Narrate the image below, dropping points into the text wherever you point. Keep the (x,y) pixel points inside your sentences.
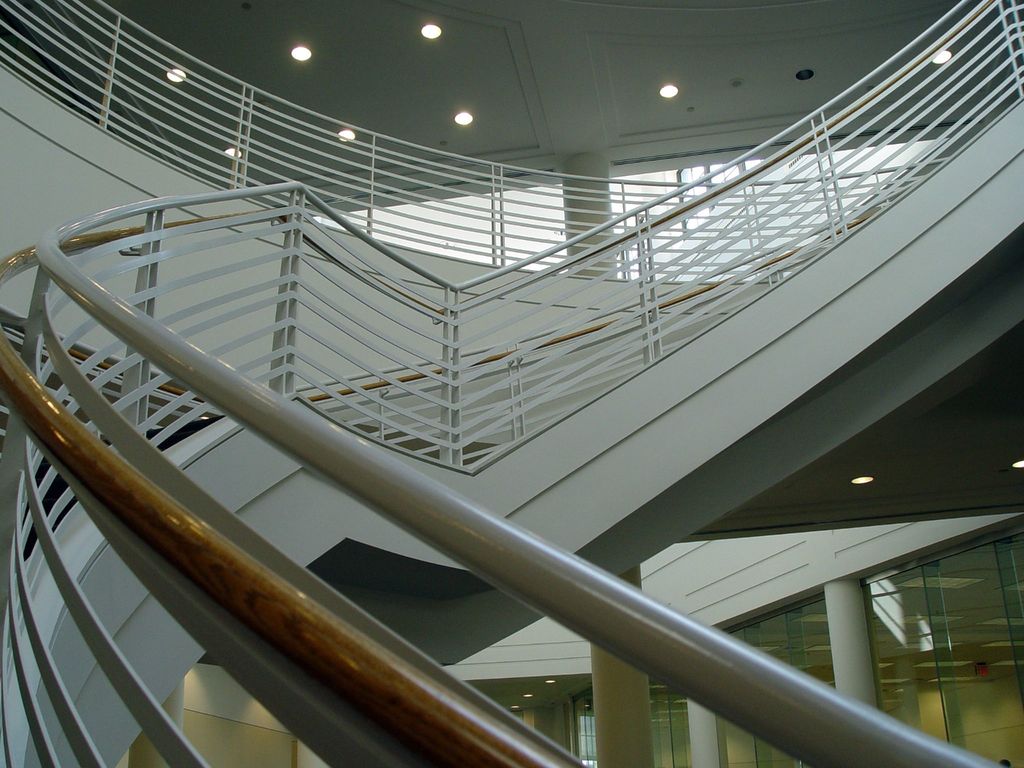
In this picture, we can see inner view of building (359,206), we can see roof (502,85) with lights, pillars (579,158), railing (368,346), and the glass wall (969,653).
